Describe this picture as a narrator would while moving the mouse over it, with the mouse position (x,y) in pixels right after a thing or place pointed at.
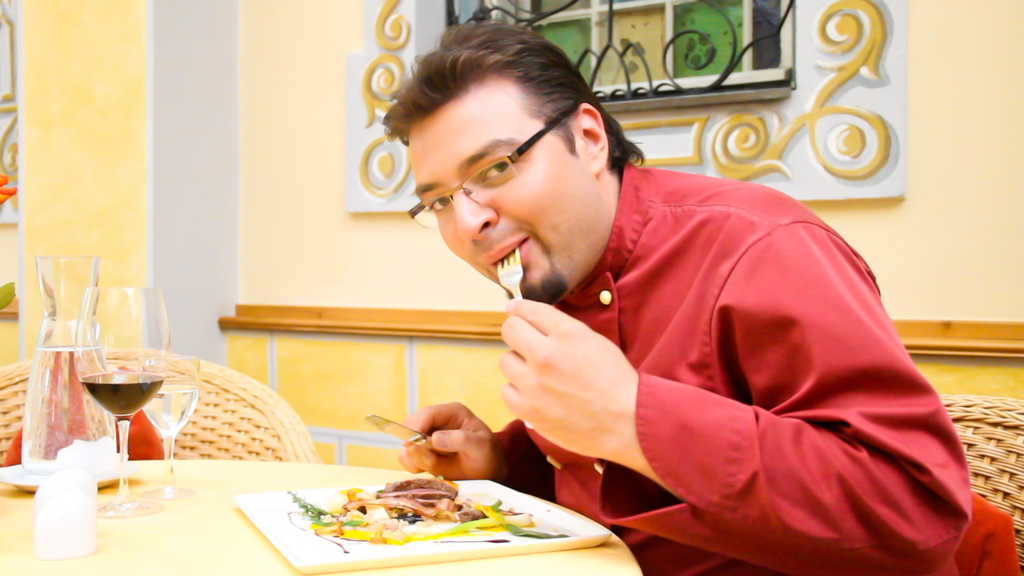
The image is inside the room (692,428). In the image there is a man (615,336) who is sitting on chair (965,418) holding a fork (514,272) and keeping in his mouth (517,259) on another hand (484,437) he is holding a knife (412,436) and keeping his hand (402,458) on table (355,470). On table (190,537) we can see a tray (286,556) with some food (397,526), glass (176,400), jar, plate (40,475). In background (273,174) there is a wall (332,284), window (653,71).
